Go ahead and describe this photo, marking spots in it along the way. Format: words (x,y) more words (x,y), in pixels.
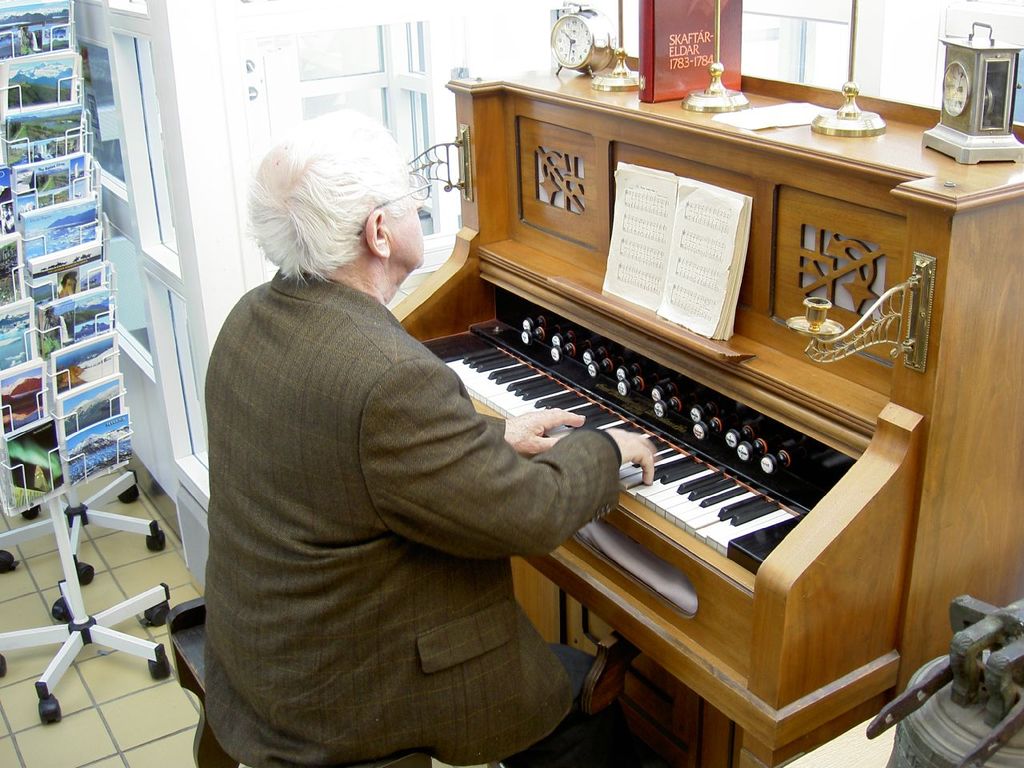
In the image we can see there is a man (389,596) who is sitting and playing piano (613,396).
